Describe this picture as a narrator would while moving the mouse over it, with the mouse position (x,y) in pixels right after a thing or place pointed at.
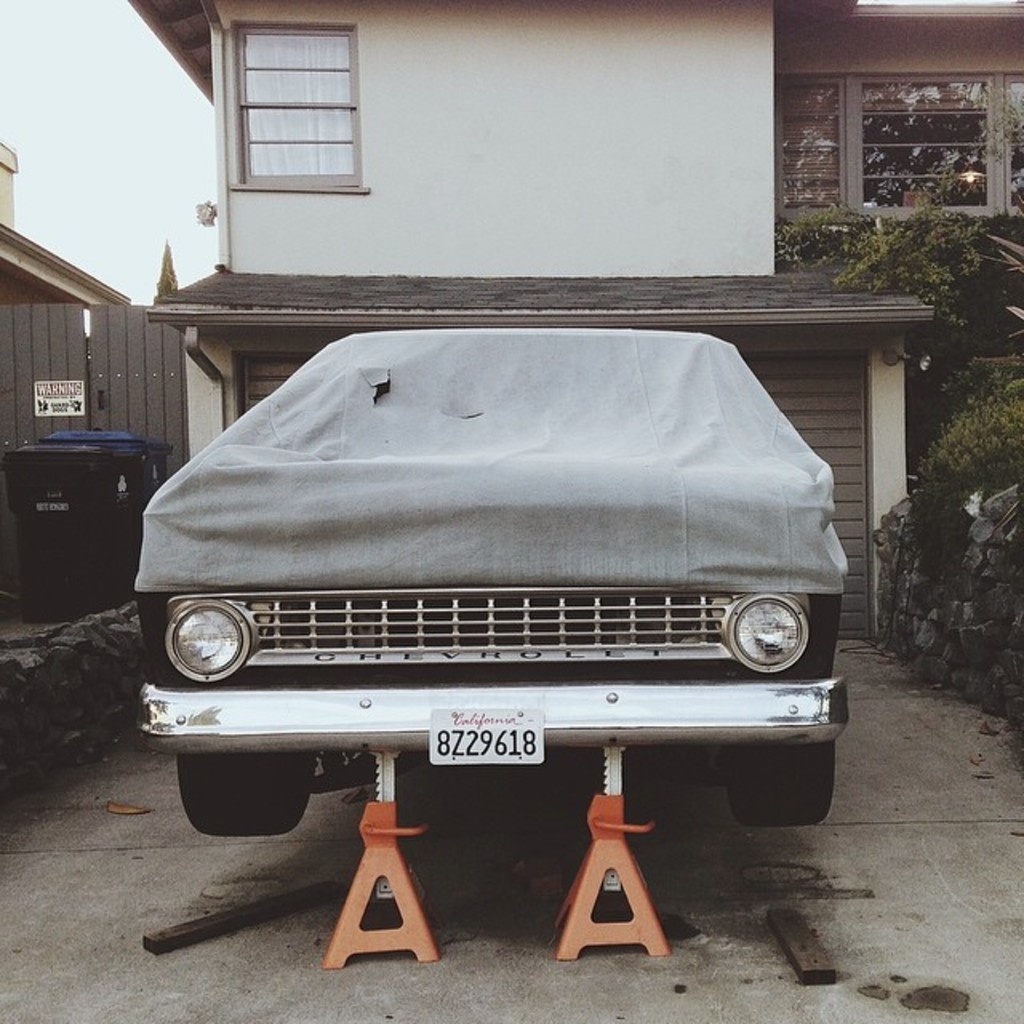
In this image we can see the house (394,309) and here we can see the glass windows (967,157). Here we can see the wheels (752,807) of a car (781,802) are lifted with the help of a screw jack lever (609,821). Here we can see the garbage boxes (118,530) on the left side (126,520). Here we can see the trees (966,245) on the right side (986,245).
